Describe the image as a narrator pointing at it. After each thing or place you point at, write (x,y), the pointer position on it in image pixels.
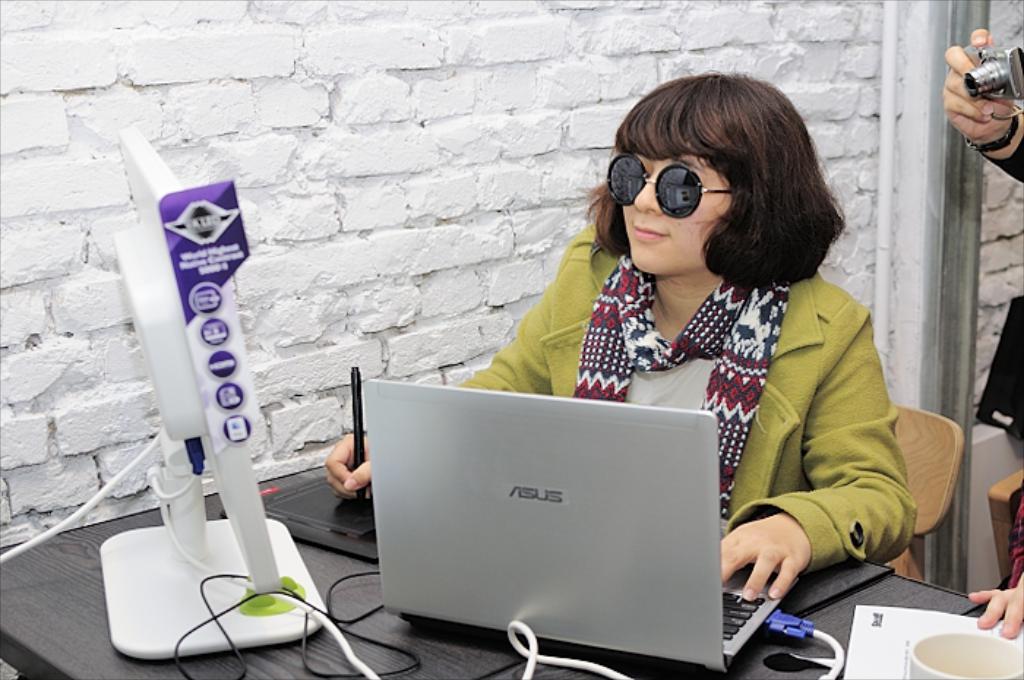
In this image I can see the person (618,270) sitting in-front of the table (408,639). On the table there is a laptop (696,509) and another person (957,113) is holding the camera (989,59).
